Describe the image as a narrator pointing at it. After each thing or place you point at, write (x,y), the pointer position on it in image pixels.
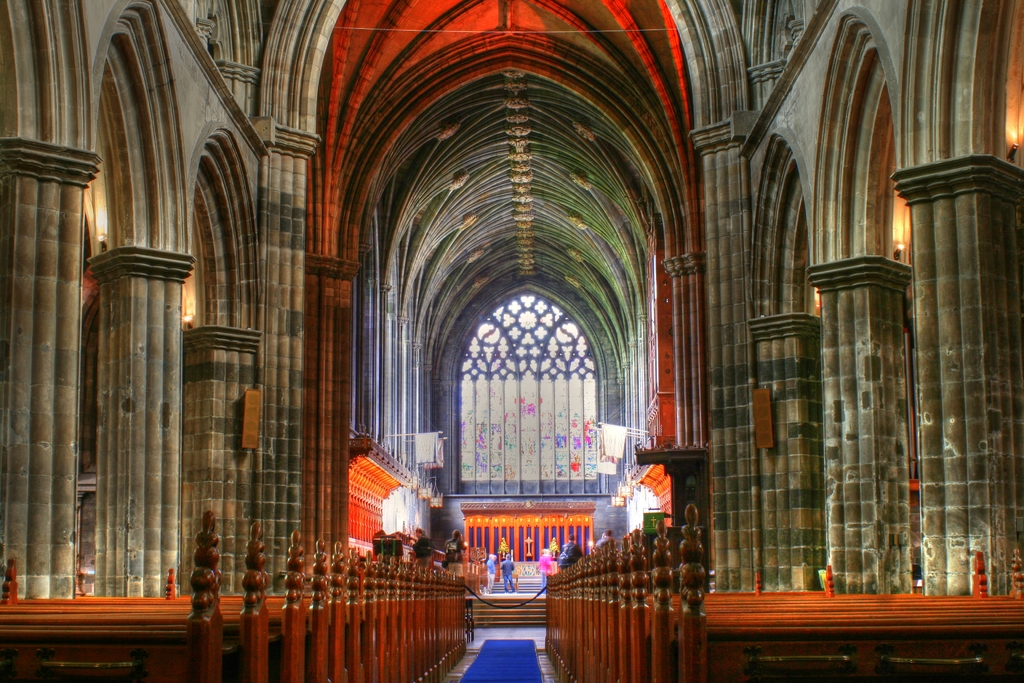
This image seems to be clicked in a church (401,23), there are pillar (851,340) on either side with benches (229,652) in front of it, in the background (541,564) there are few people (510,574) standing in front of the wall (553,494) with a big glass window (541,446) over it.
